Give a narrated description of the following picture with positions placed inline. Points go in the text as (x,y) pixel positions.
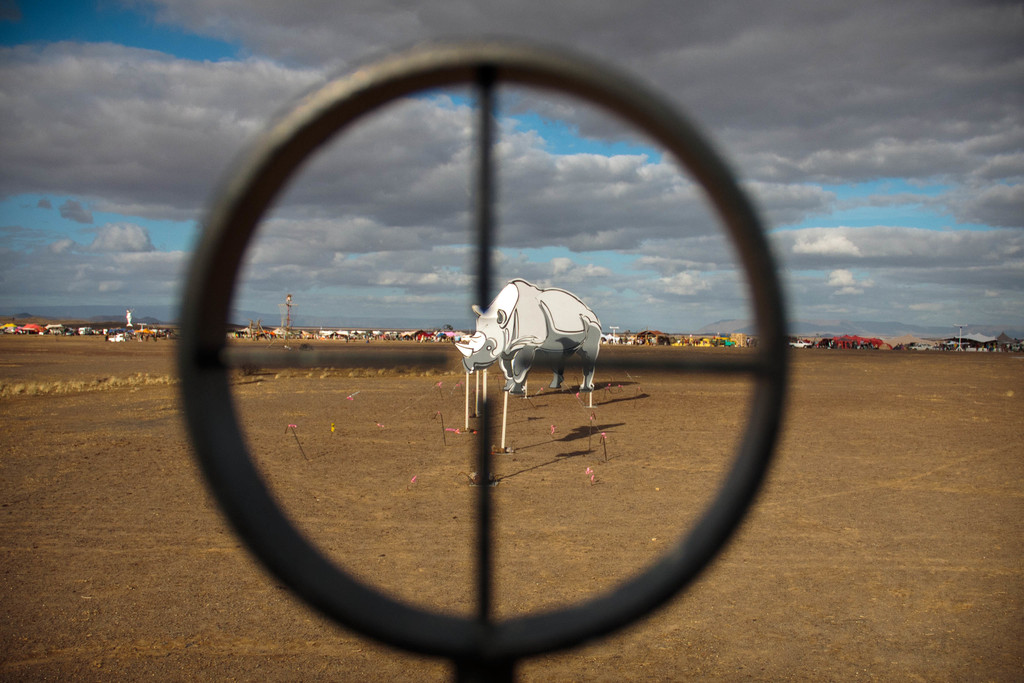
In this image in the foreground (485,594) there is one ring (694,363), and in the background (482,357) there is an image (490,344) of an animal (498,352) and some sticks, buildings (951,336), tents (976,342), towers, houses (159,338) and some other objects (142,340). At the bottom (589,553) there is sand (966,547), and at the top (567,127) there is sky (579,232).
